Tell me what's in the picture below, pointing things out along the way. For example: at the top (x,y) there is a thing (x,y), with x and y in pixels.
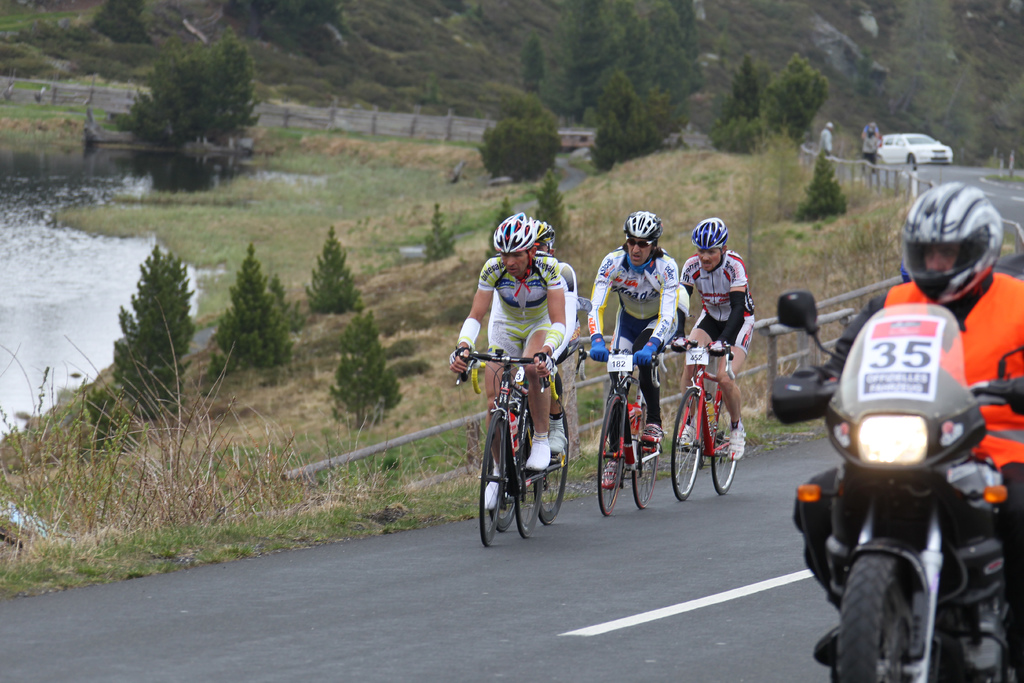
As we can see in the image there are few people (680,319) wearing helmets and riding bicycles (688,480) and motorcycle (911,563). There are trees (341,297), grass (52,423), water (124,293), fence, white color car (907,143) and hills (703,33).
